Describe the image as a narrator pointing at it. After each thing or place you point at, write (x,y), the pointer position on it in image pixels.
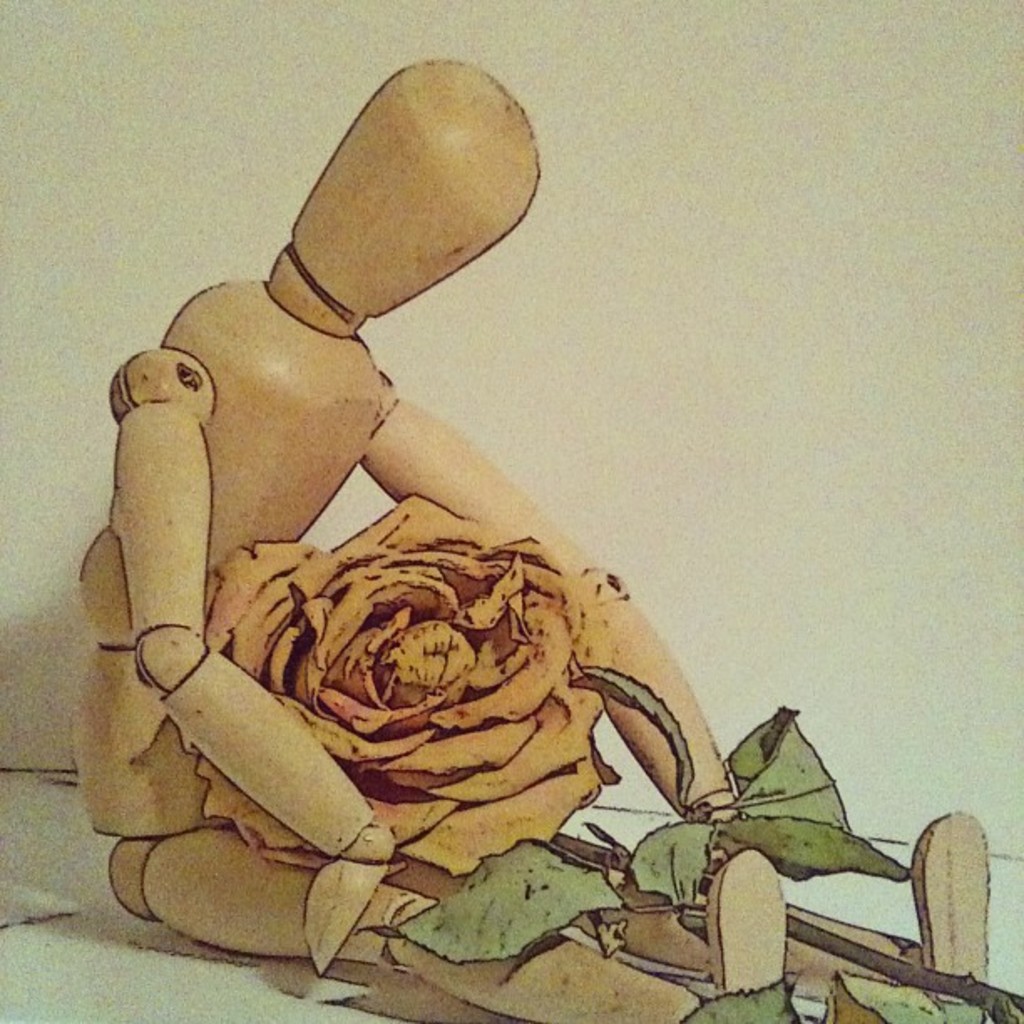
In this picture we can see a wooden mannequin (335,388) and rose (485,730). Background (158,140) it is in white color. To this rose (373,659) there are green leaves (750,833).
